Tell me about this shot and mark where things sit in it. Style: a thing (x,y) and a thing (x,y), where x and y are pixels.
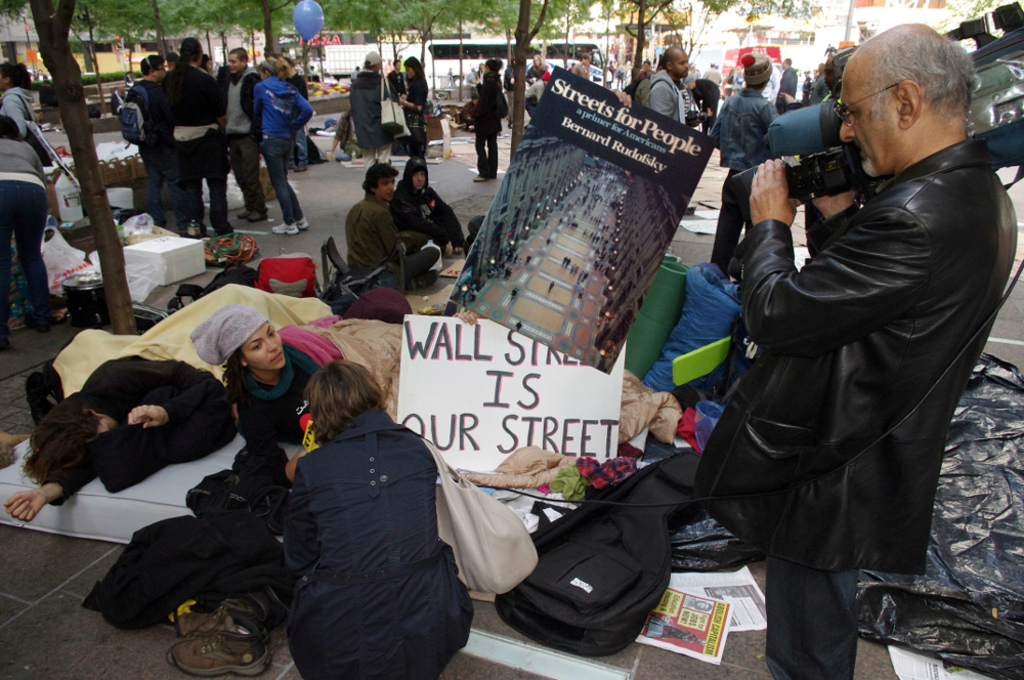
In this picture we can see a group of people (250,349), bags (533,568), shoes (183,622), clothes (233,584), posters (661,167), camera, balloon (300,17), boxes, vehicles (556,48), some objects (233,262) and in the background (666,16) we can see buildings (744,26), trees (372,23).
